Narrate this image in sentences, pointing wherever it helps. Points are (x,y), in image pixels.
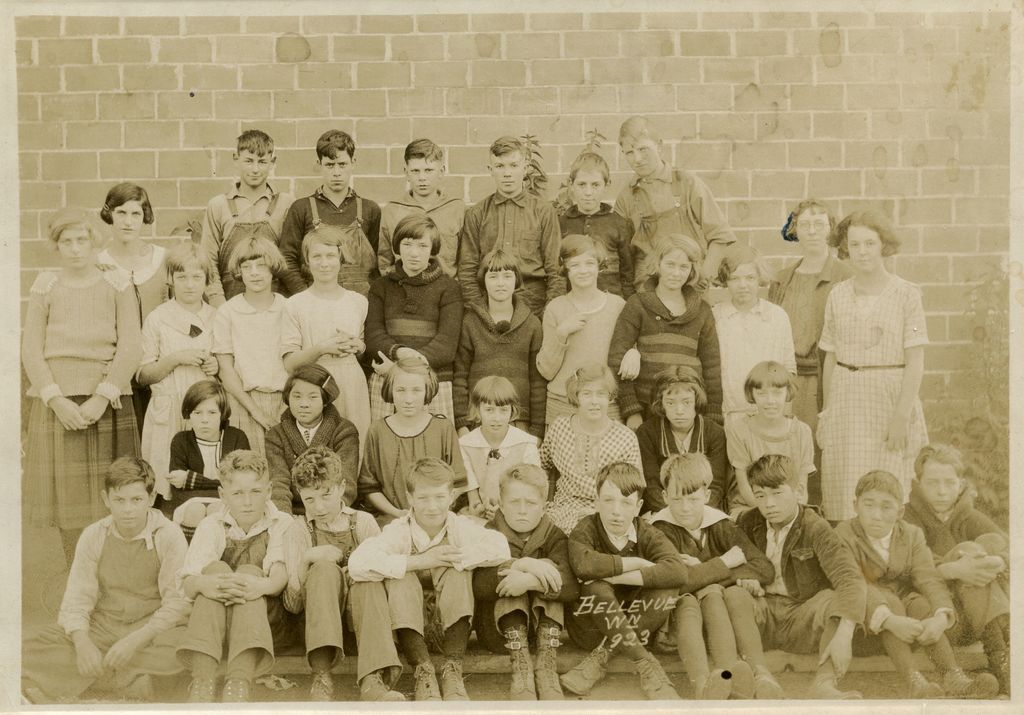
In the picture we can see a black and white photograph on it, we can see a group of children (673,463) sitting and some are standing behind in two rows and in the background (956,124) we can see a wall (891,145).
